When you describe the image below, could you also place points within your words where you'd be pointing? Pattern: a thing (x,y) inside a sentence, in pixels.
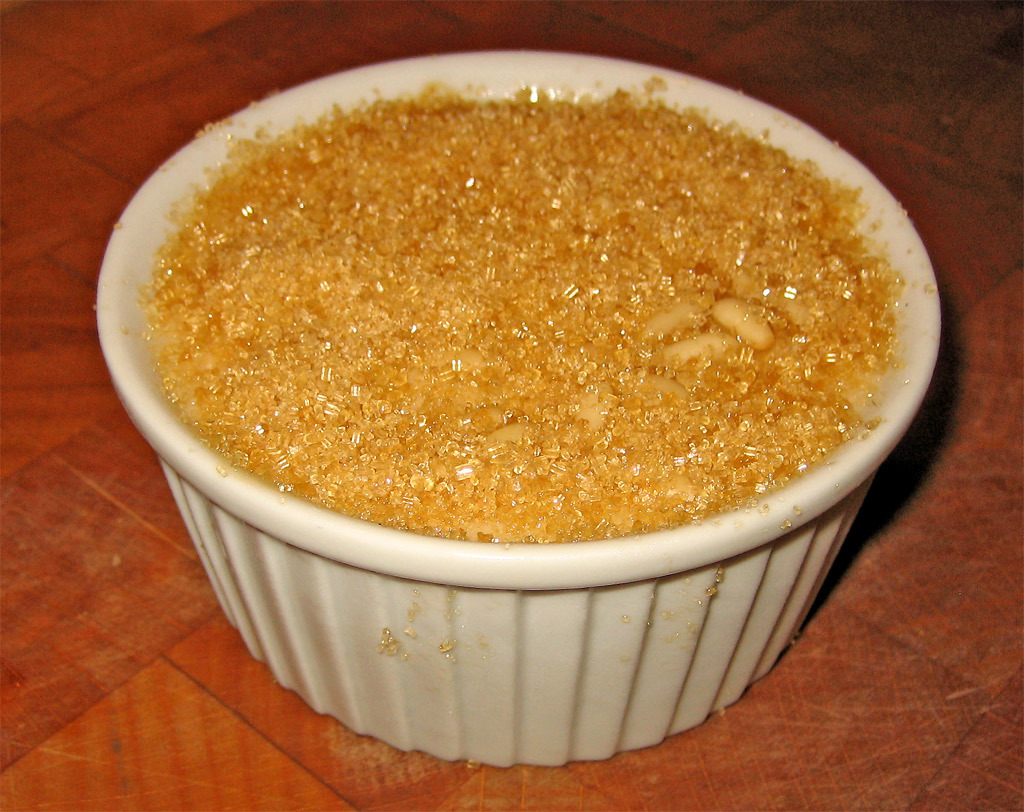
In this picture we can see some eatable item (366,344) is placed in a bowl (632,625).
